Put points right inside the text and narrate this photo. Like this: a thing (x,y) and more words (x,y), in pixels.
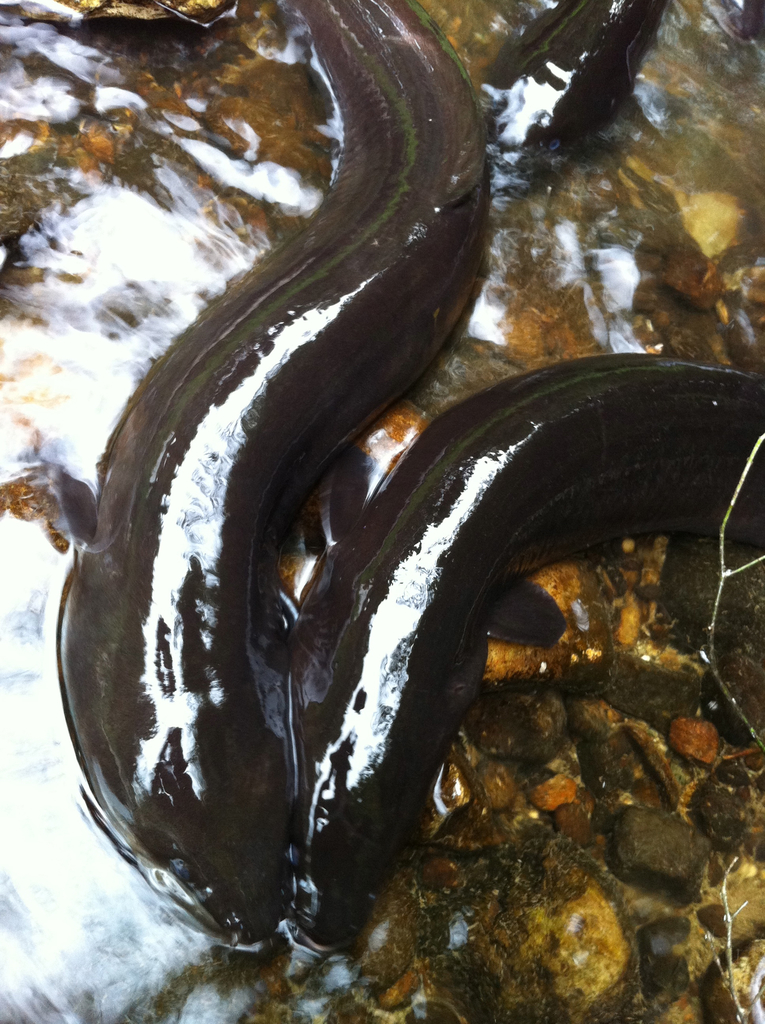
In this picture we can see fishes (366,284) here, at the bottom (81,816) there is water (88,877), we can see some stones (623,809) here.
